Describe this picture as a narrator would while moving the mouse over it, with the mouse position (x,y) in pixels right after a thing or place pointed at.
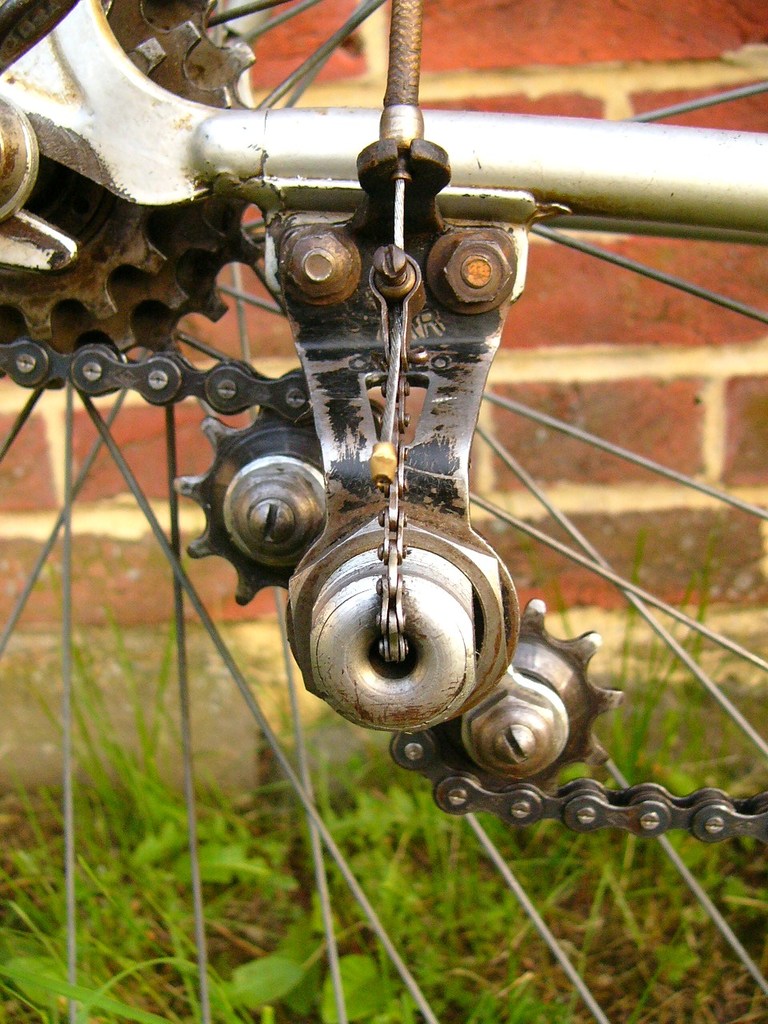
In this image I can see the bicycle wheel (193,813) and the chain (443,802). In the background (183,863) I can see the grass (214,792) and the brown color brick wall (60,750).
